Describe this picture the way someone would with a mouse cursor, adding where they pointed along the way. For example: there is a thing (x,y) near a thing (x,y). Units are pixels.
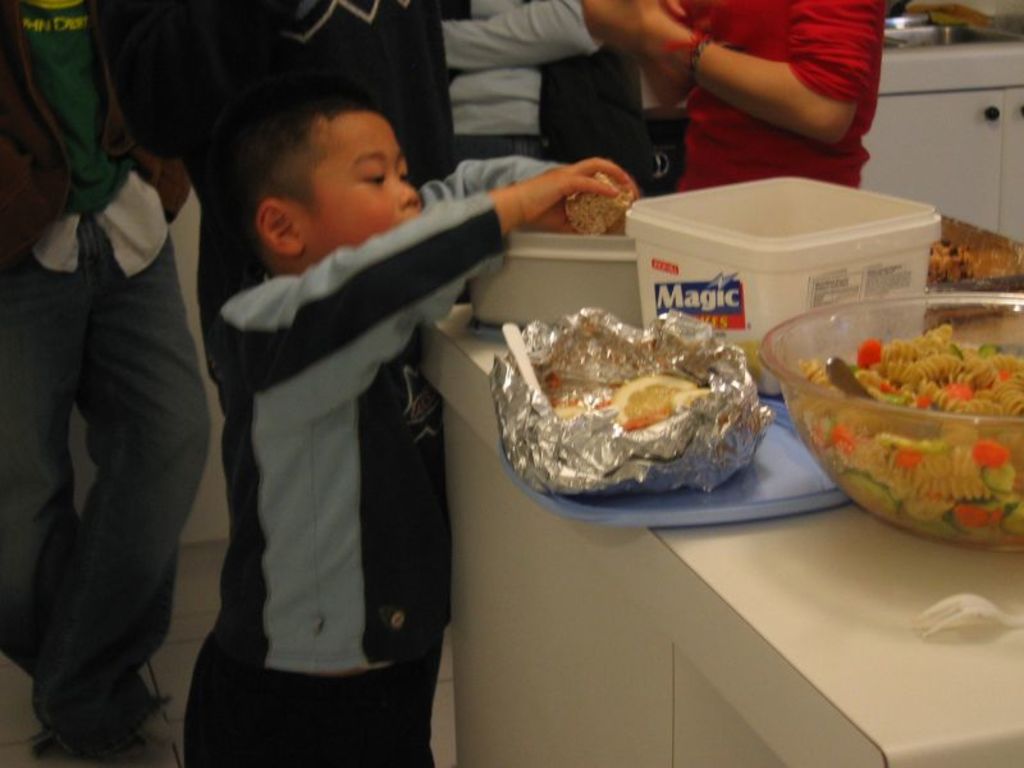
In the image few people (217,43) are standing. Bottom right side of the image (935,556) there is a table (941,566), on the table (933,554) there are some bowls (621,259) and spoons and food (998,377).
